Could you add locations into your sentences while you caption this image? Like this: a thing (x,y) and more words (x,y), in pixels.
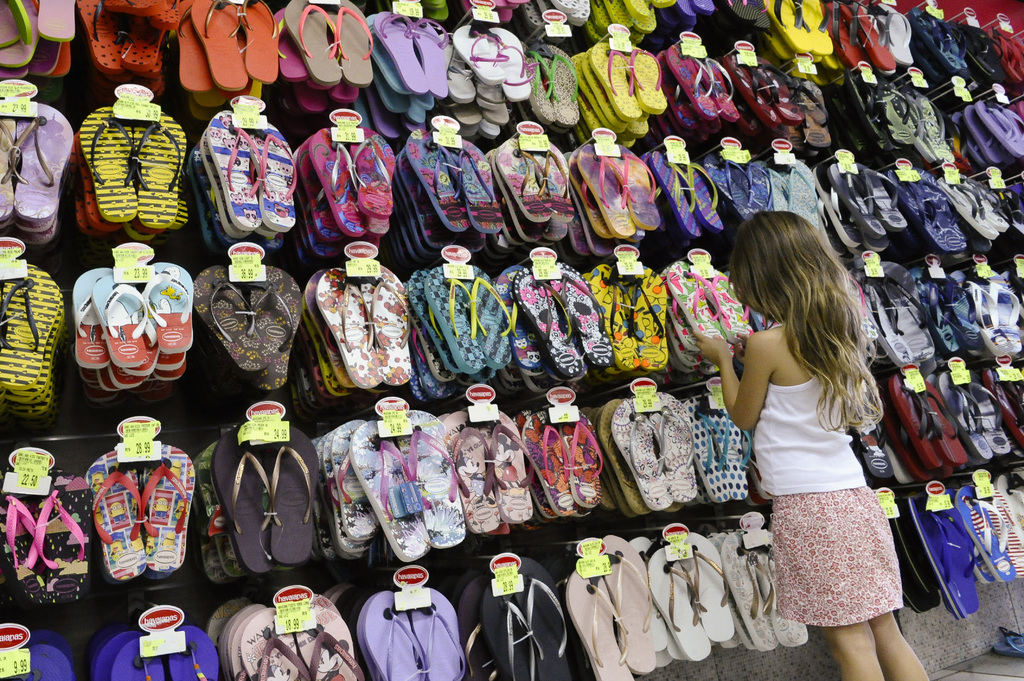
In this image we can see different colors of footwear (353,169) arranged in a rack (163,107) with price tags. There is a girl (821,621) standing to the right side of the image (821,493).
